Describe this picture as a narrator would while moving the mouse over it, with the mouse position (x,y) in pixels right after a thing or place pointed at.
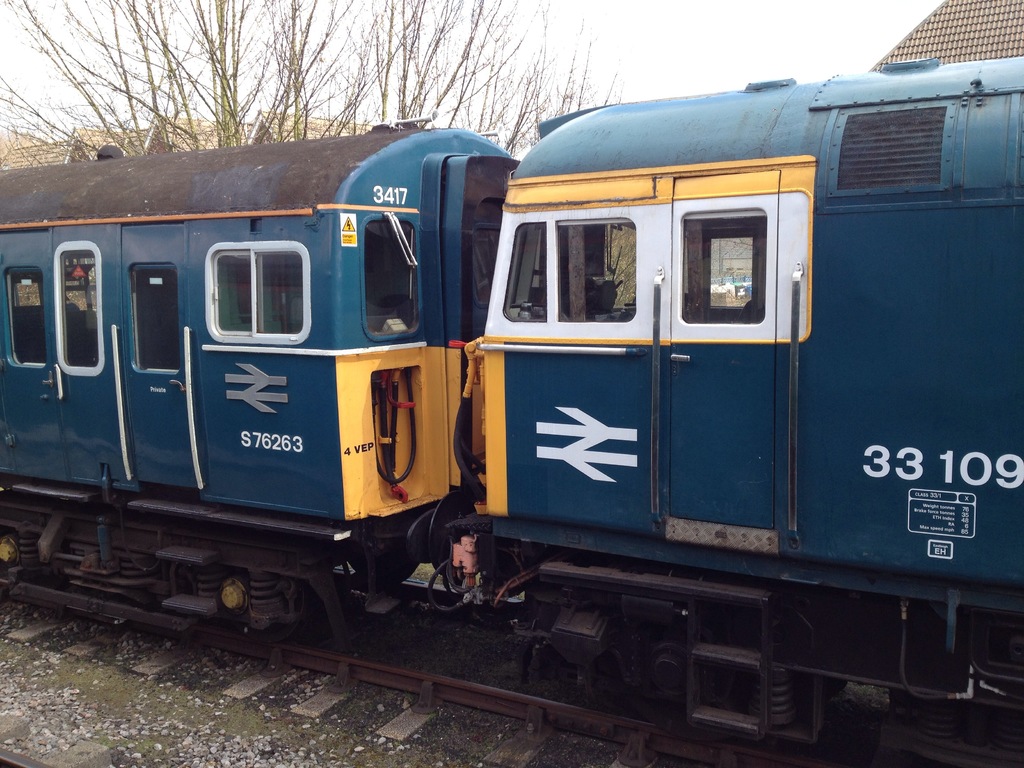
In the center of the image (550,360) we can see a train (397,387). In the background of the image (249,139) we can see roofs (1008,34), tree (346,123). At the bottom of the image (357,702) we can see railway track (308,708) and some stones (202,733), ground (378,739). At the top of the image (614,28) we can see the sky (652,55).
